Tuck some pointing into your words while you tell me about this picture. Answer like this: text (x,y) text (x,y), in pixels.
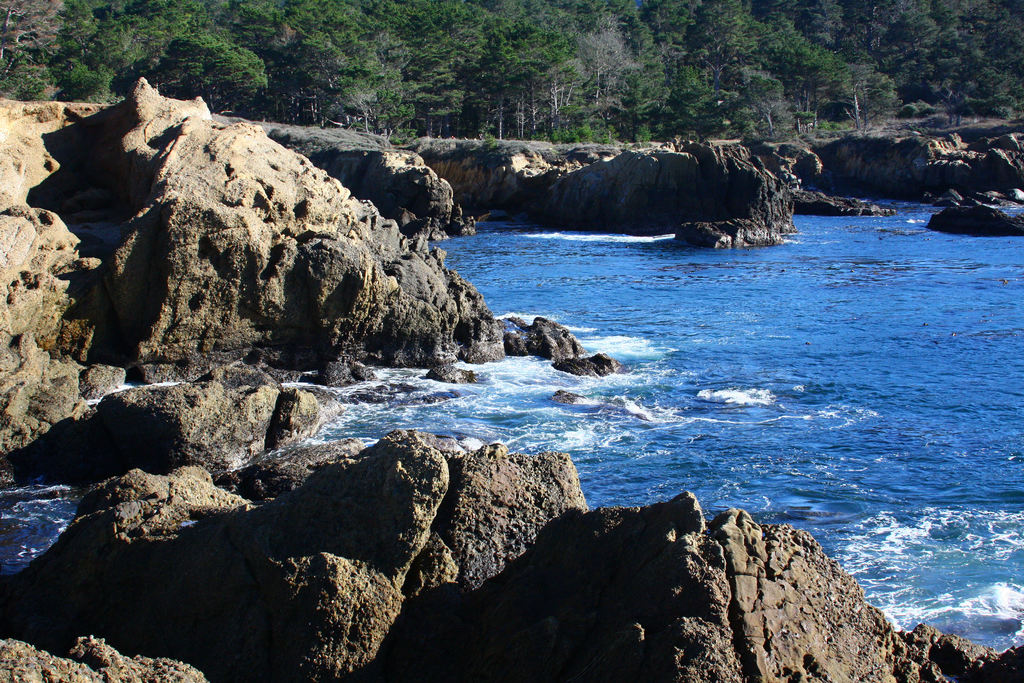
In this image we can see rocks (491,477) and water (740,423). In the background (369,115) there are trees (369,115).
